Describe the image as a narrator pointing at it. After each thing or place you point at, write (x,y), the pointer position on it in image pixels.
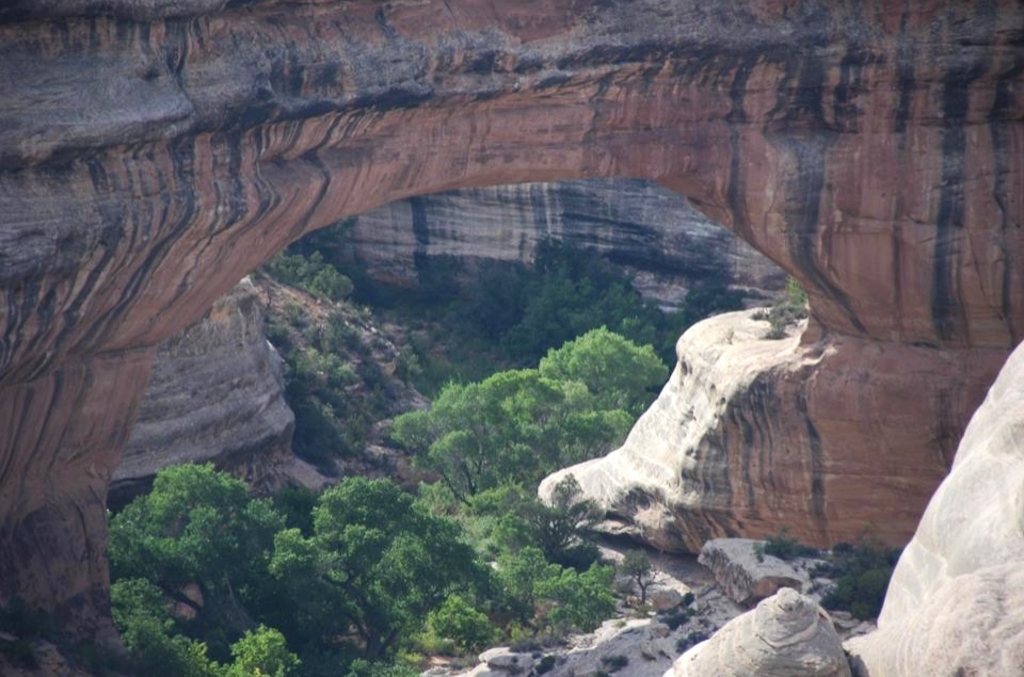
In this image at the bottom (306,559) there are some trees (456,476), and also there are some rocks (162,291) and mountains (689,468).
